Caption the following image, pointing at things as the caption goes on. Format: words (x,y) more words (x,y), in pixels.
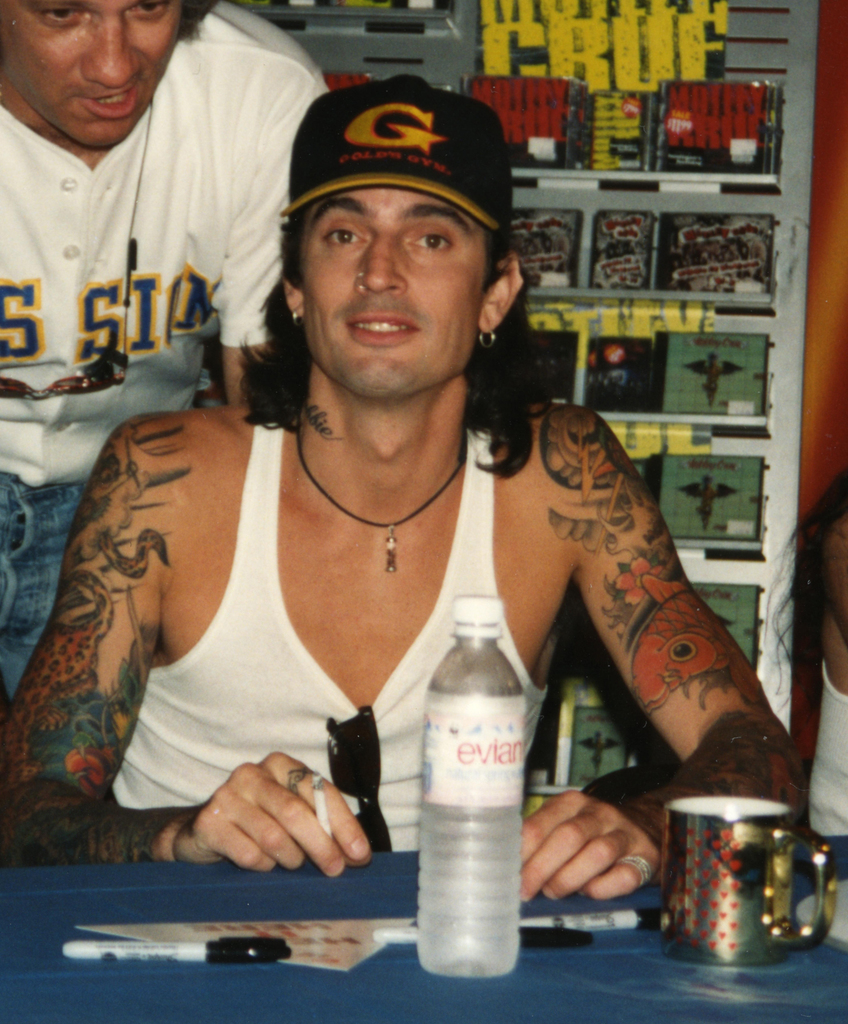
In this picture there is a man (343,448) sitting in front of a table (157,866), holding a cigarette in his right hand (249,815) he has tattoos (72,565) on both of his hands (782,749), he is wearing a hat (333,105) and water bottle (426,939) pen (287,955) and coffee mug (723,929) on the table (335,999) behind him this is a person (112,284) talking to him.
